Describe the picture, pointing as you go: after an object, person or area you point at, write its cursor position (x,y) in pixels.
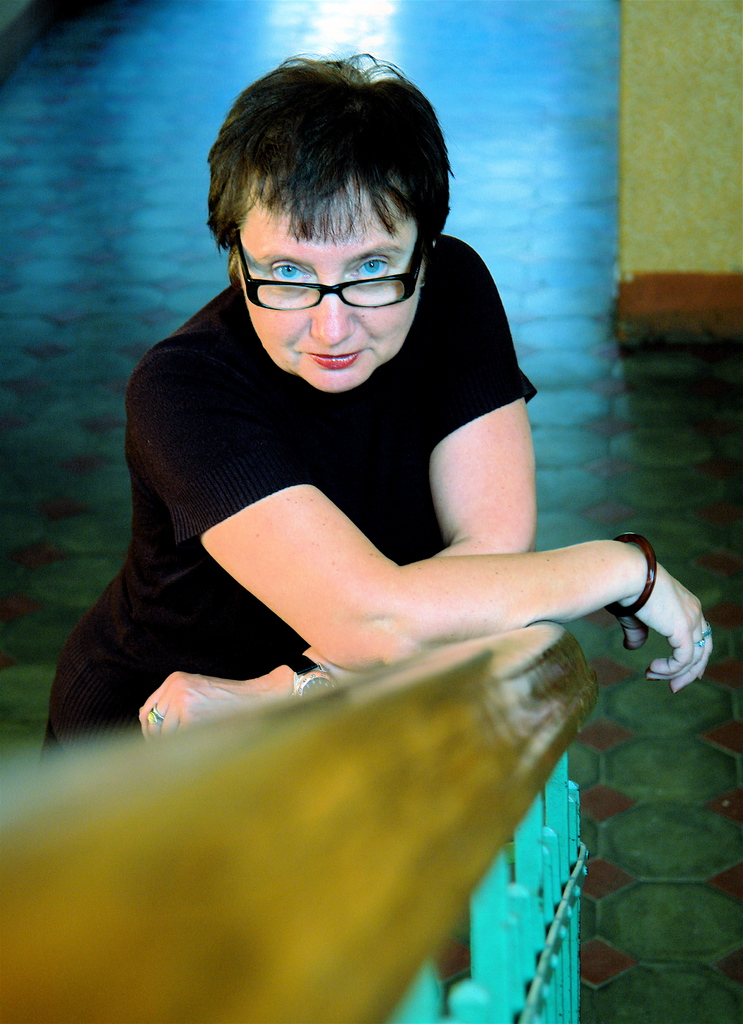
In this picture I can observe a woman (233,440) standing beside the railing (343,754). She is wearing black color dress (241,407) and spectacles (265,291). On the right side (636,234) there is yellow color wall (631,153). In the background (388,54) I can observe a floor (312,17).
